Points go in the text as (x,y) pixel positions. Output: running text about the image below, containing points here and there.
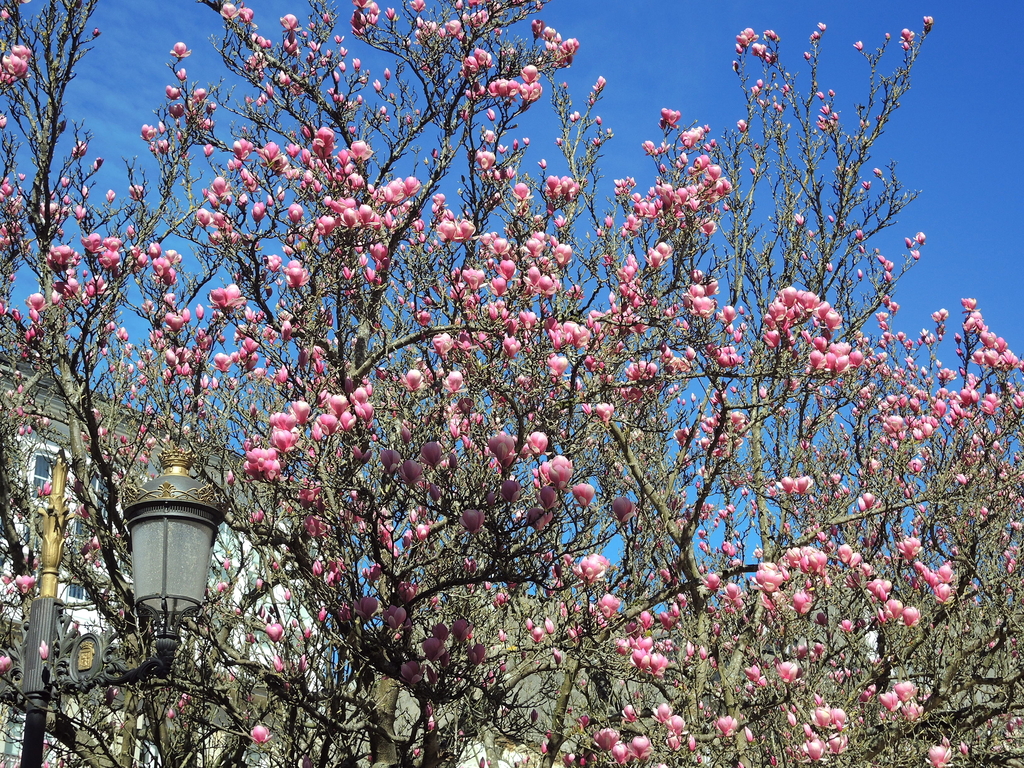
In this Image I can see few pink color flowers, trees (86,497), light-pole (55,478), building (53,450) and windows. The sky (647,27) is in blue and white color.
